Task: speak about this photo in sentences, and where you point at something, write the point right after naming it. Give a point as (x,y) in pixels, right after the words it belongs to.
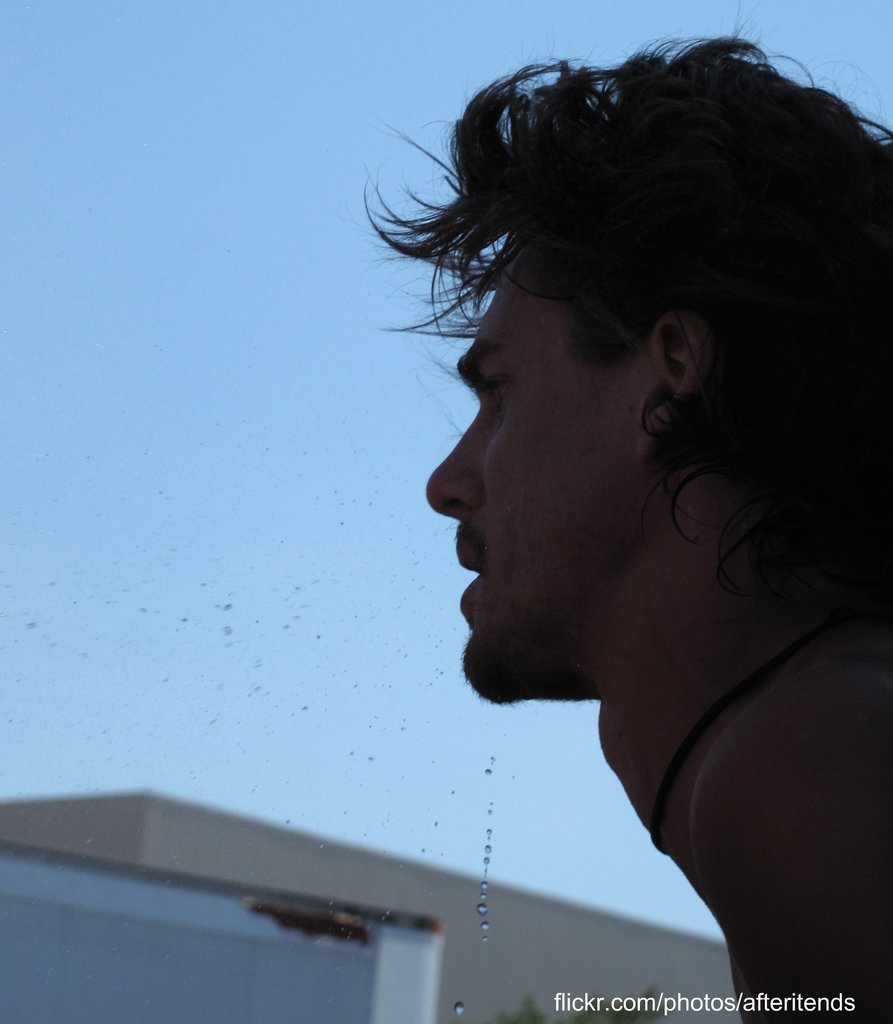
In this image we can see a man (585,636) and here we can see the water droplets (488,864). The background of the image (74,839) is blurred, where we can see a house (189,838) and the blue color sky (255,392). Here we can see the watermark (730,996) on the bottom right side of the image (754,996).
